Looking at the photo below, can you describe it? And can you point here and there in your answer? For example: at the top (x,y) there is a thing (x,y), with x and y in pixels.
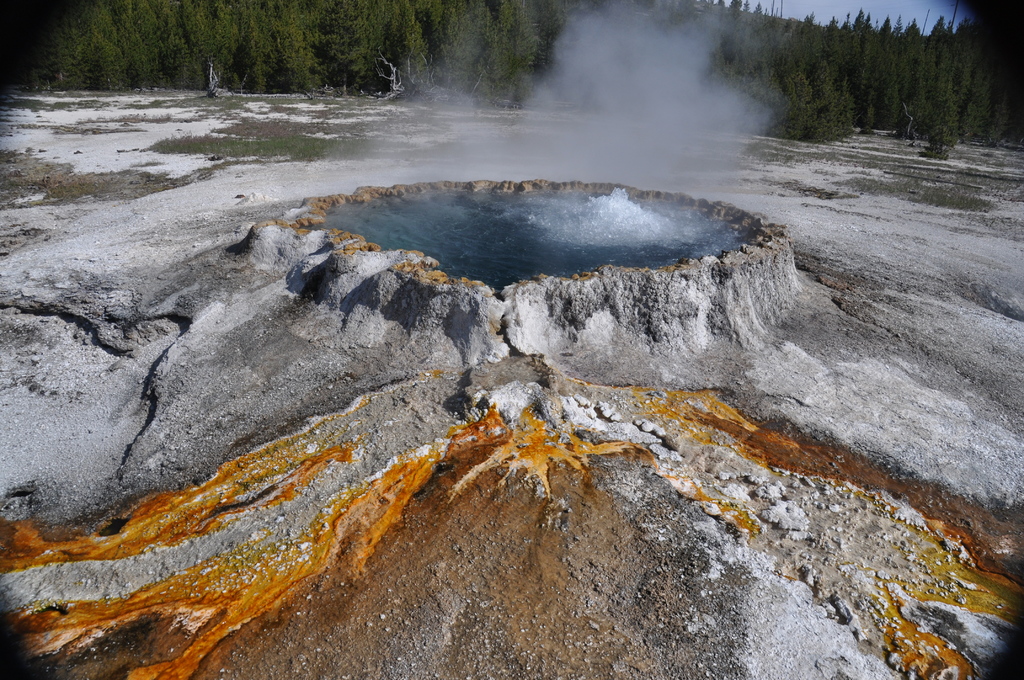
In the center of the image (452,231) we can see a hot spring (504,221). In the background (510,90) there are trees (737,51) and sky (839,14).
